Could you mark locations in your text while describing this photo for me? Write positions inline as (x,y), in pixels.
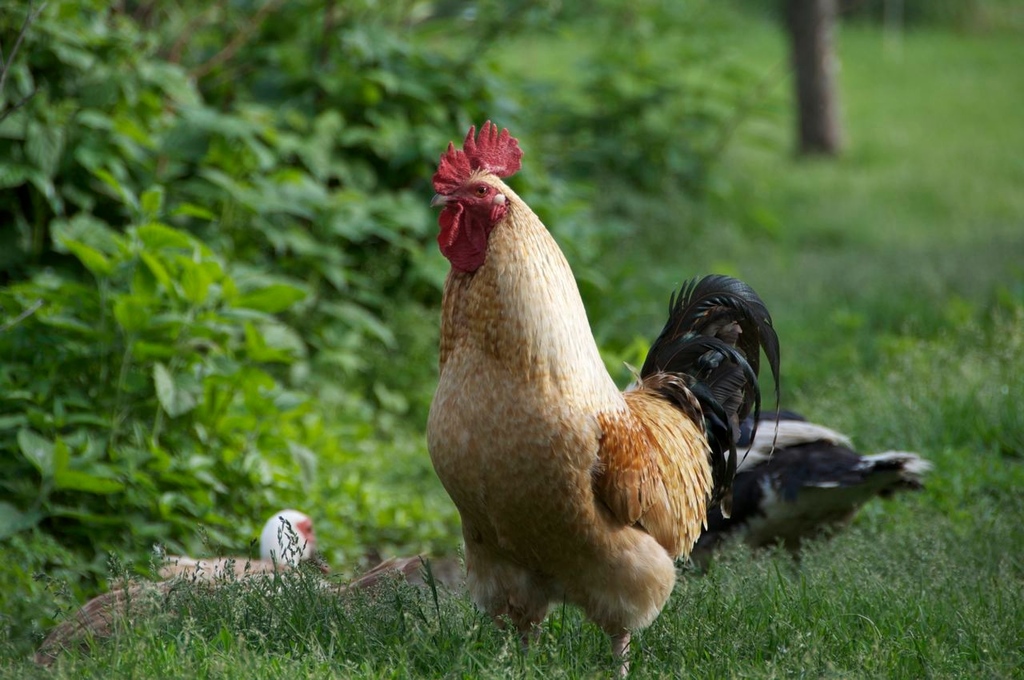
As we can see in the image is grass (801,609). There are plants (169,486) and hens (553,452).
